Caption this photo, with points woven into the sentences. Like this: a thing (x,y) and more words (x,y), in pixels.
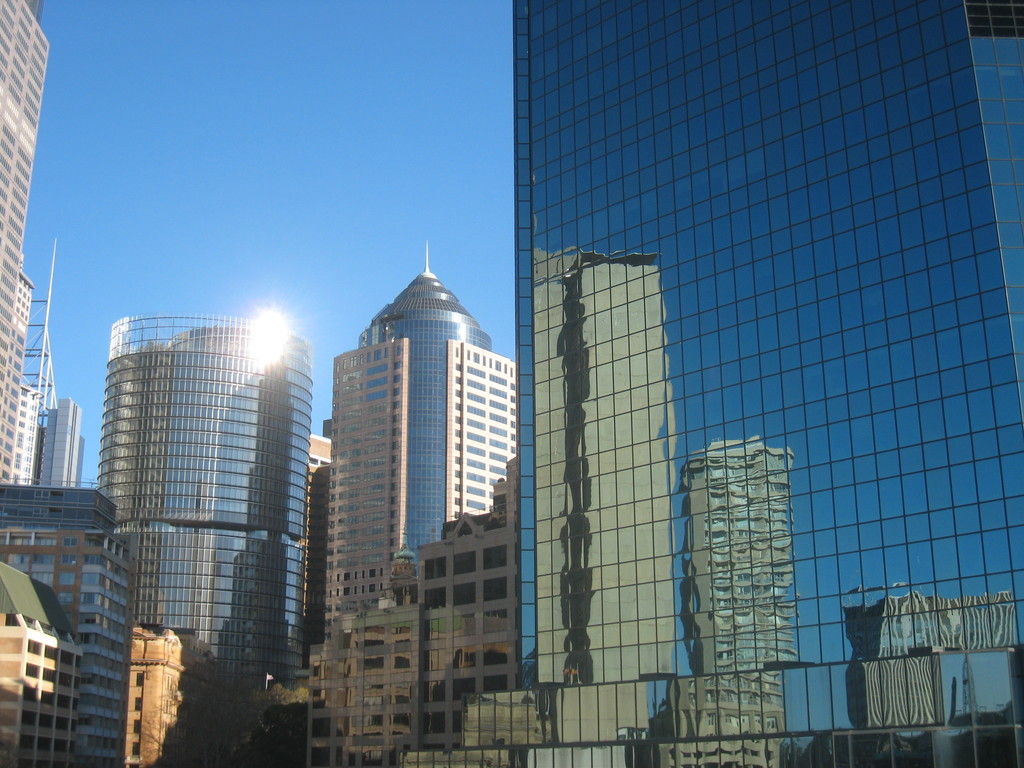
This picture contains buildings (689,377) which are in blue, white and brown color. At the top of the picture (270,194), we see the sky (61,140), which is blue in color. We even see the sun (272,344). This picture is clicked inside the city (376,441).
